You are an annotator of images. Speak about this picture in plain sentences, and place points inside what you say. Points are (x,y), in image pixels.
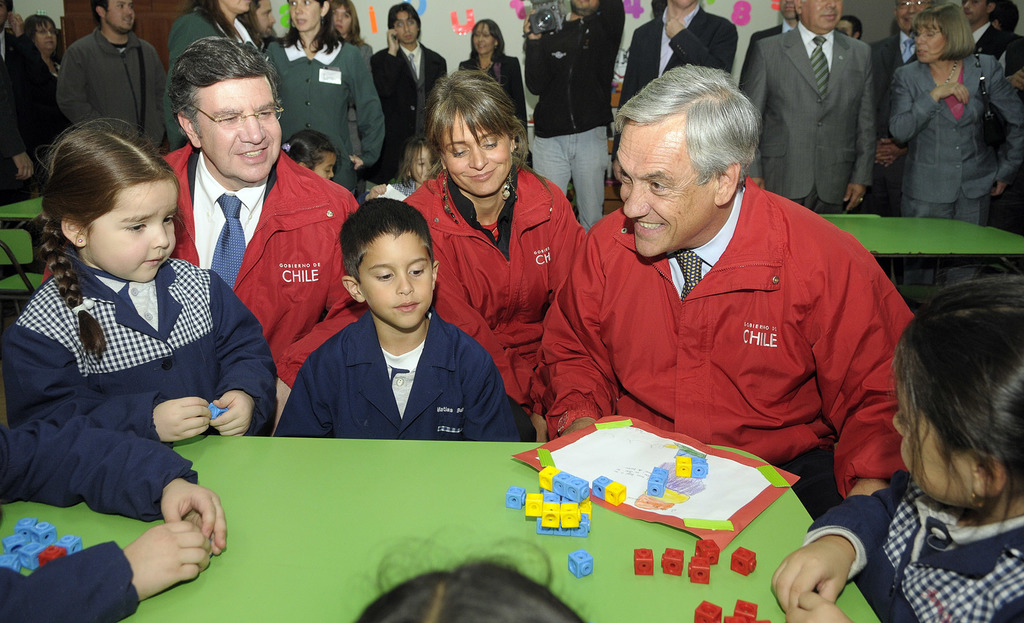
In the center of the image (625,370) we can see people (619,296) sitting, before them there is a table (368,529) and we can see blocks (566,523) and a paper (607,505) placed on the table (216,461). In the background (605,48) there are people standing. The man (577,36) standing in the center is holding a camera (540,28) in his hand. There is a wall (621,58).
